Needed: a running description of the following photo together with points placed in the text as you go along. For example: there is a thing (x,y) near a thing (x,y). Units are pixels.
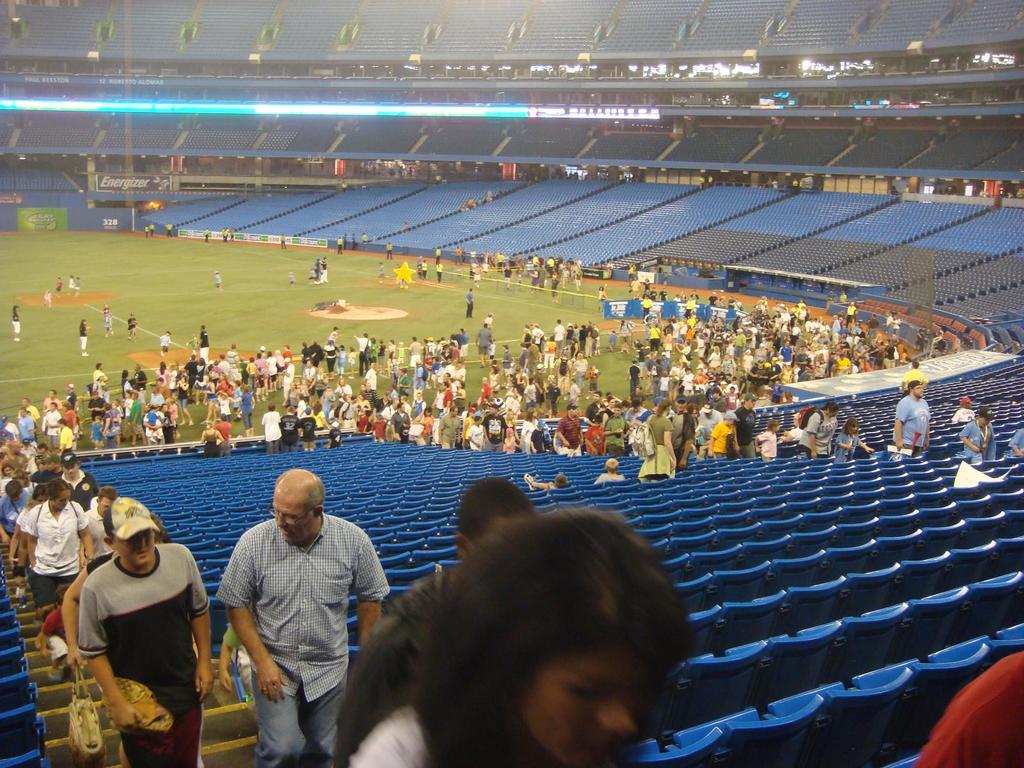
In this picture I can see there is a playground (147,306) and there are many people (240,361) standing in the playground (65,343) and there are few people (106,541) climbing the stairs (44,705) and there are empty chairs (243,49) here at right side (922,491).
